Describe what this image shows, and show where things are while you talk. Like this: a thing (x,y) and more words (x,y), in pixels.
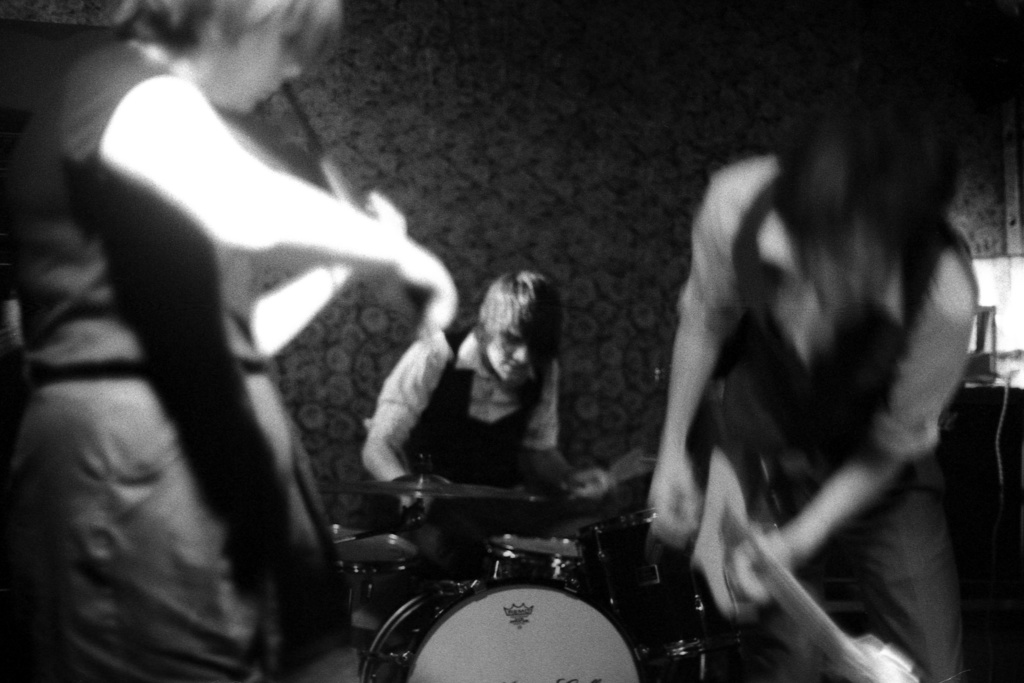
In this image there are three people (545,451) playing musical instruments (541,548). Right side (720,267) there is a person (806,514) holding a guitar (863,645). Left side (59,502) there is a person (235,213) playing a violin (319,183). Background (374,12) there is a wall (408,93).
